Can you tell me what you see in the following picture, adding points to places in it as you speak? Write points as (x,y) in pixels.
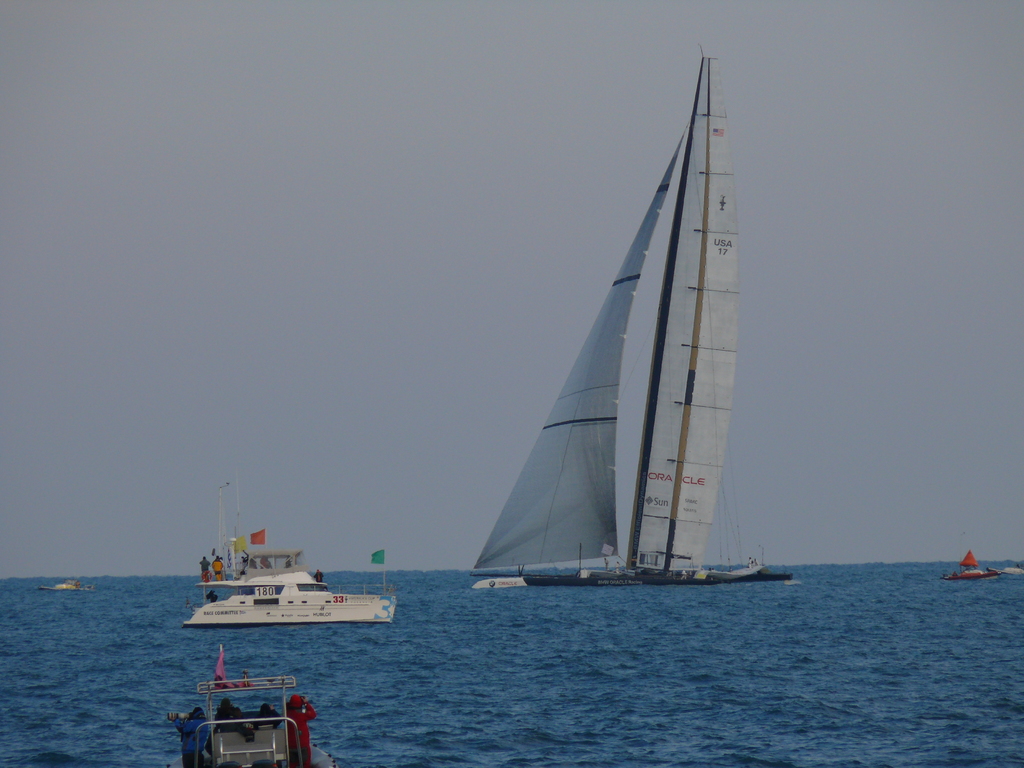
In this image we can see ships (252,753) on the water (177,613) and there are few persons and flagpoles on the ships (299,572). In the background (419,366) we can see the sky (445,320).
